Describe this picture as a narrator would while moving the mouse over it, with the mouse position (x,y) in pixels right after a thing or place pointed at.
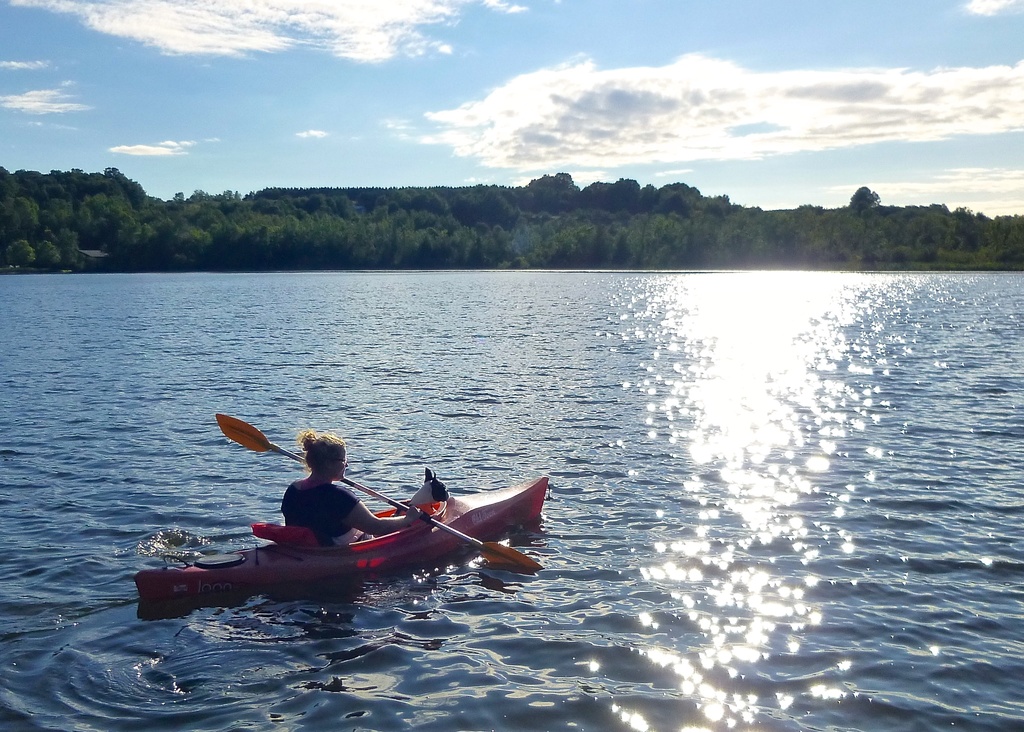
There is water (583,392). Also there is a woman (339,479) sitting on a boat (291,559) and rowing the paddle (404,507). There is an animal (420,504) in the boat (409,545). In the background (345,227) there are trees (364,217) and sky (539,151).
